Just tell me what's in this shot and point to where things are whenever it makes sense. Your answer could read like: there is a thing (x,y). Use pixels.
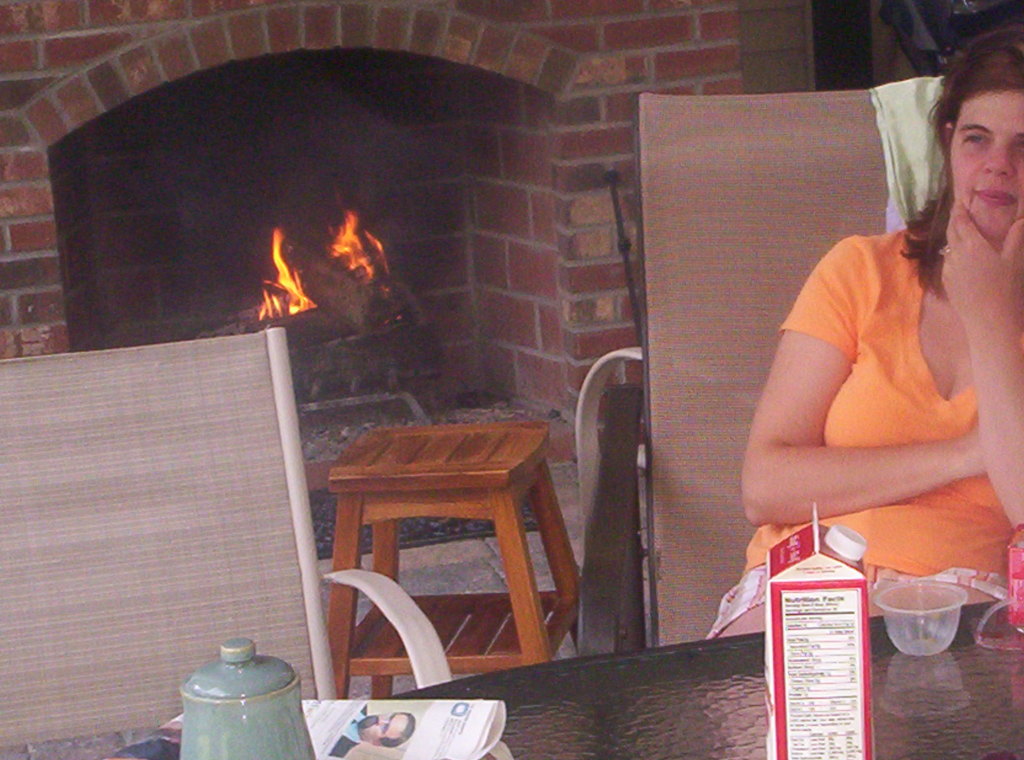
Here we can see a woman (784,392) sitting on the chair (744,363), and in front (850,691) her is the table (900,664) and papers (357,738) and many other objects (865,664) on it, and here is the stool (411,439), and at back (269,247) here is the fire (298,283), and it is made of bricks (627,106).
